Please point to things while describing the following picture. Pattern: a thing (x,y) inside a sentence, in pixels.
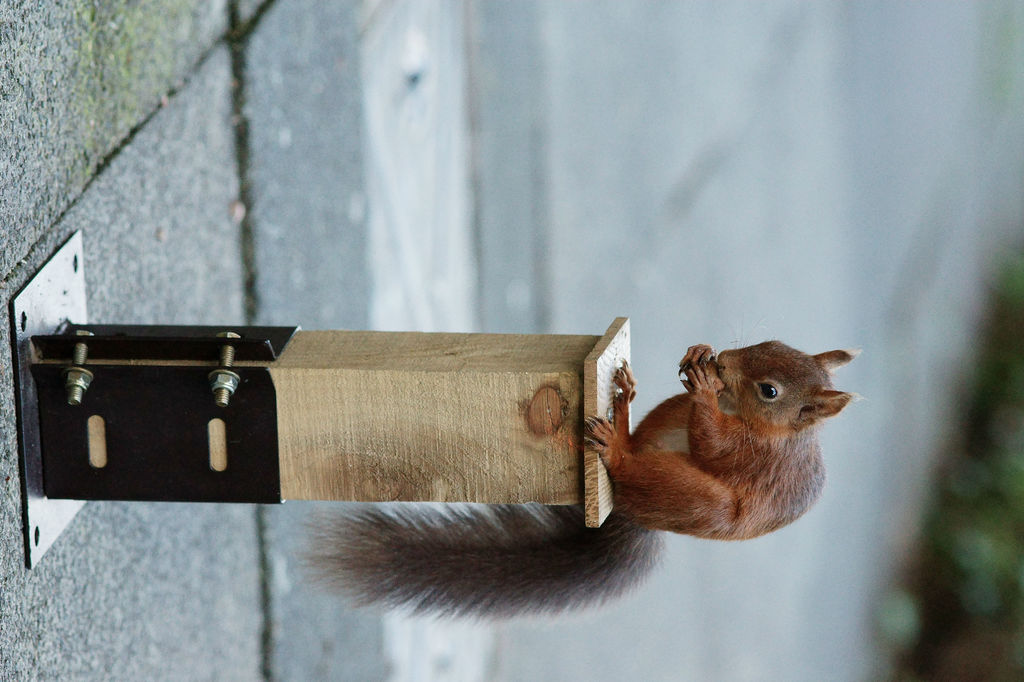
In this image we can see a squirrel (712,433) on a wooden stand (369,442). And there is something in the hands (695,374) of the squirrel (712,377). In the background (713,165) it is blur.
